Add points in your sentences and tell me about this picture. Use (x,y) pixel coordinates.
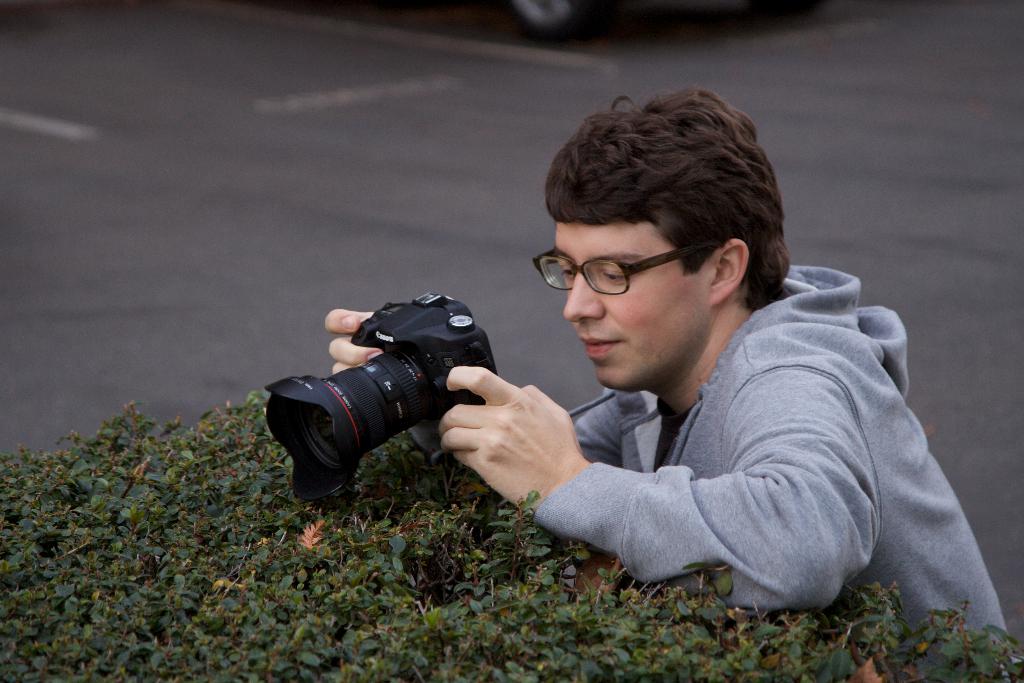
In this picture there is a man (743,398) wearing a spectacles (619,270), holding a camera (367,408) in his hand (460,375), clicking a picture. In the background (276,197) there is a road (263,146). We can observe some plants (299,601) here.
